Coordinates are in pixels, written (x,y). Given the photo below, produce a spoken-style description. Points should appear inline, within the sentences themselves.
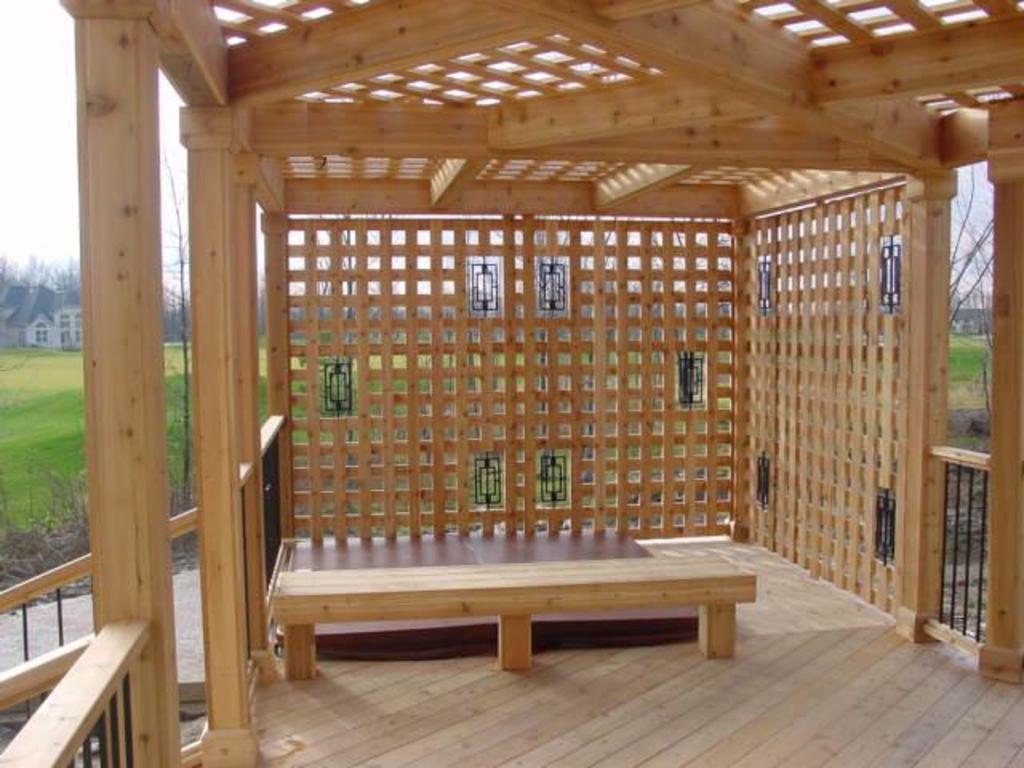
In this image in the center (345,303) there is one wooden house (935,578) and a wooden bench (520,595), and in the background (77,277) there are some houses (987,317) and trees (77,277). At the bottom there is a wooden floor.
